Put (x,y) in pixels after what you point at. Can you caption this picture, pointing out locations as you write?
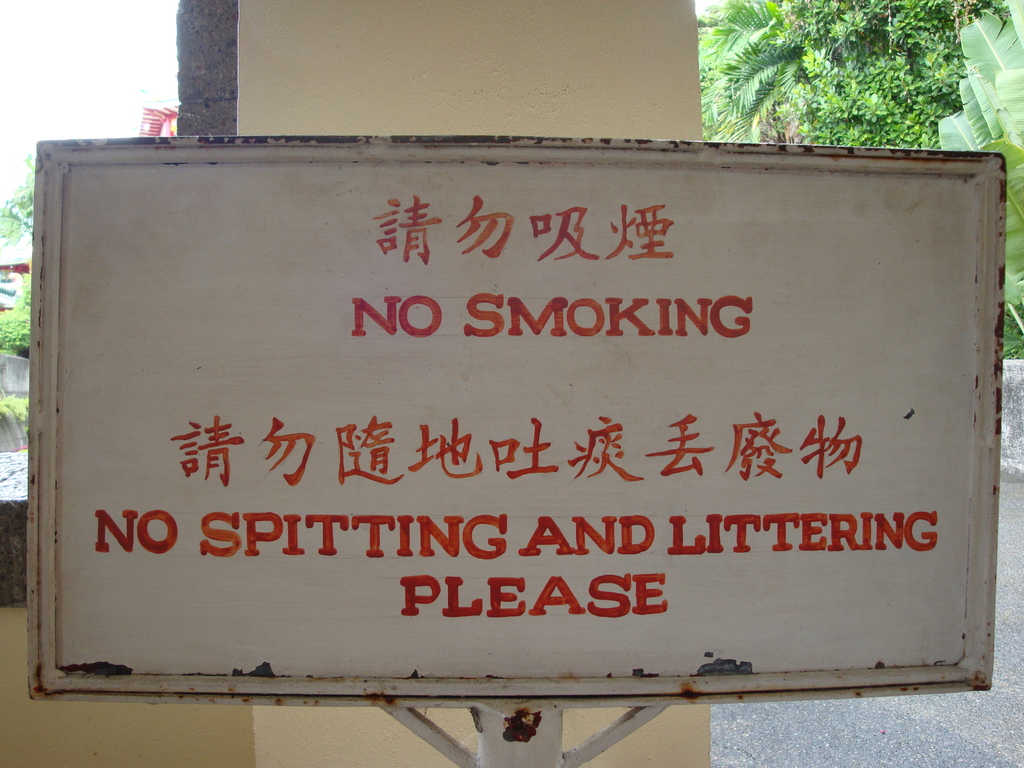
In this picture there is a white board (426,308) which has no smoking and something written on it in red color and there is a wall (508,128) and trees (700,52) in the background (325,41).
